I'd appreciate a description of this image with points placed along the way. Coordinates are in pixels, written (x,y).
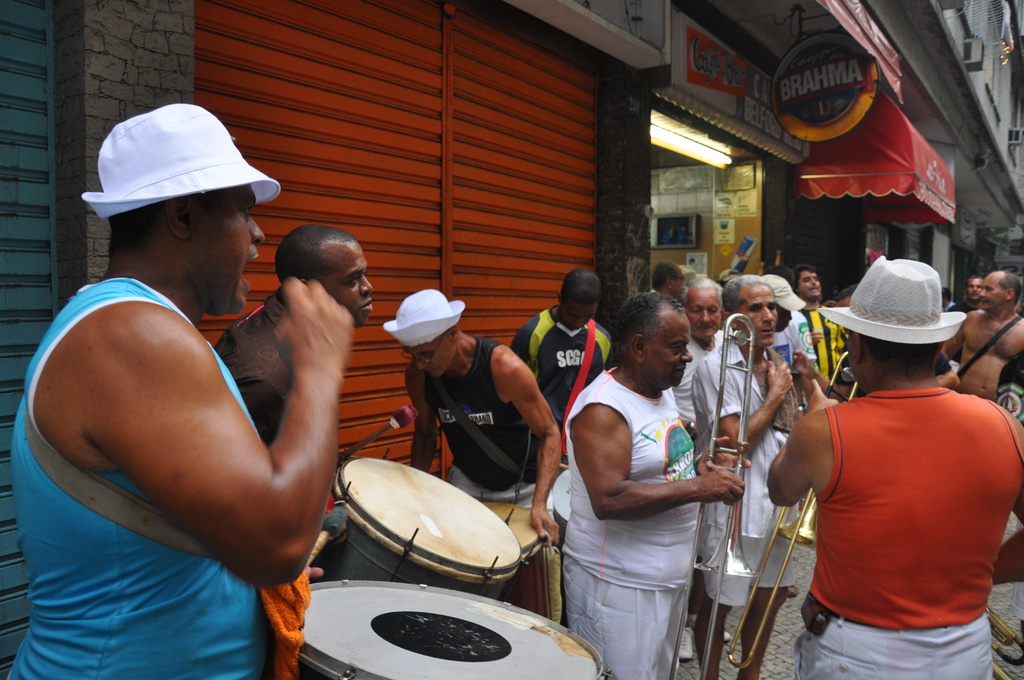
This persons (313,320) are playing musical instruments (481,659). This person (926,557) wore orange t-shirt (870,509) and cap (936,309). Backside of this person's (906,287) there are stores (828,197). Above the stores (819,229) there are boards (762,85). In this store (690,231) we can able to see posters (723,214) on wall (667,198) and light (682,138) is attached to the roof top (697,138). Front this man (164,552) wore white cap (141,188) and holding this musical drum (400,635).
